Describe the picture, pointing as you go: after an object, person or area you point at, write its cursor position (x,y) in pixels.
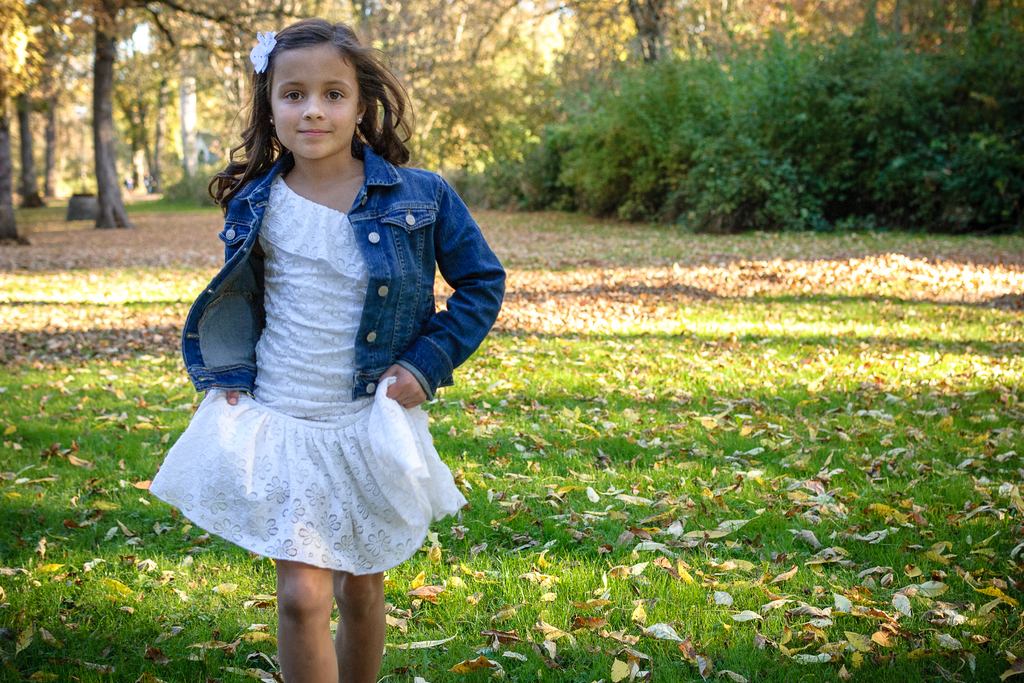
In this image we can see a girl (323,353) walking on the grass (514,453), bushes (628,175), shredded leaves (775,484), trees (207,83) and sky (132,56).
